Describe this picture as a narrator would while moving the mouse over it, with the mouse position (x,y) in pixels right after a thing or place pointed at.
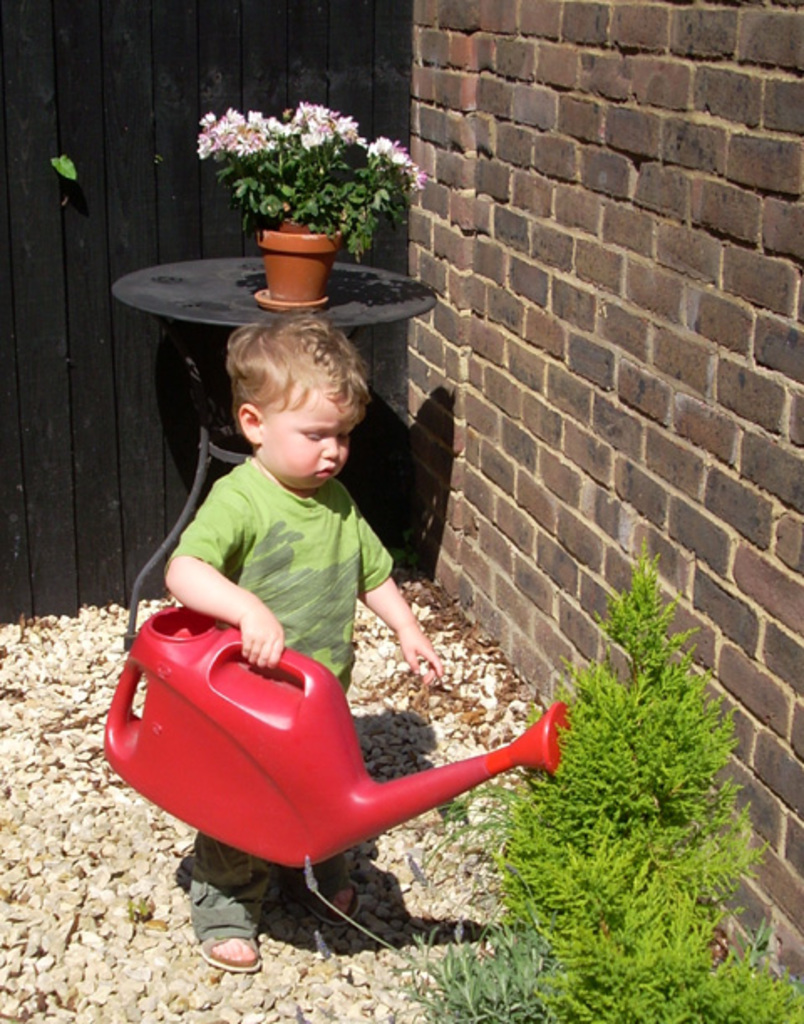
In the foreground of this image (288,507), there is a boy (286,599) holding a red color can (237,786) on the stones (265,966). On the right (594,797), there are plants (624,719) near wall (735,559). Behind him, there is a flower vase (324,291) on the table (207,308) near a black color wooden wall (99,175).
